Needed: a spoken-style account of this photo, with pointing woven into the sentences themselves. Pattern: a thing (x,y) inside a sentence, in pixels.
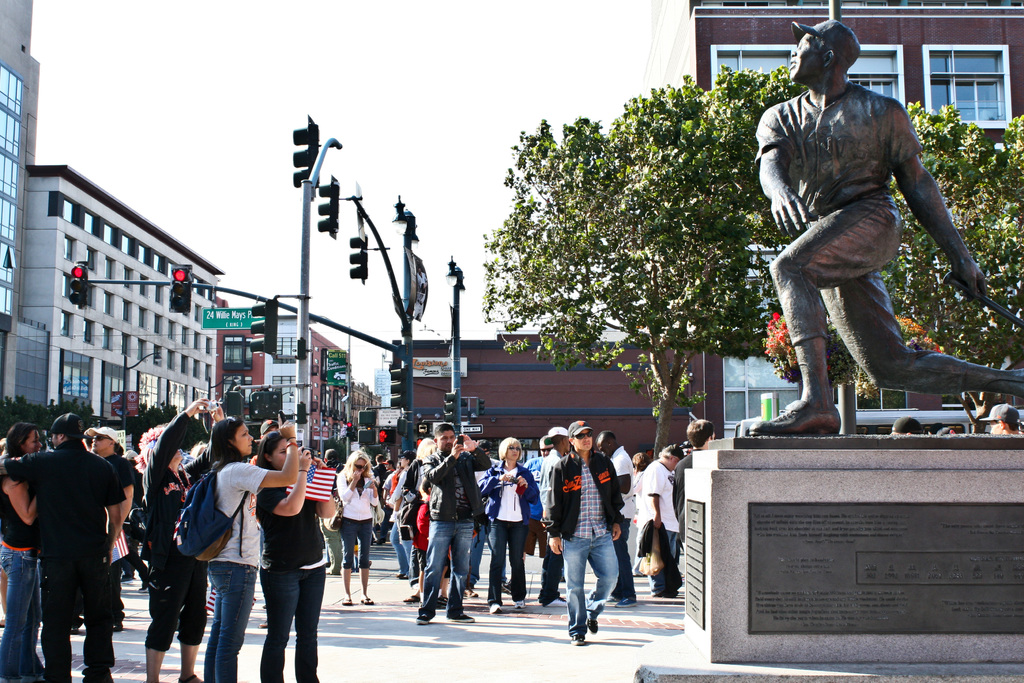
In this image there is the sky (415,12), there are buildings (144,331) towards the left of the image (128,325), there are persons (430,491) standing on the road (400,632), there is a pole (300,308), there are traffic lights (273,320), there is the text (229,314) written on the board (203,315), there are trees (646,194), there is a sculpture of a person (851,270), there are buildings (923,31) truncated towards the right of the image (925,20).
